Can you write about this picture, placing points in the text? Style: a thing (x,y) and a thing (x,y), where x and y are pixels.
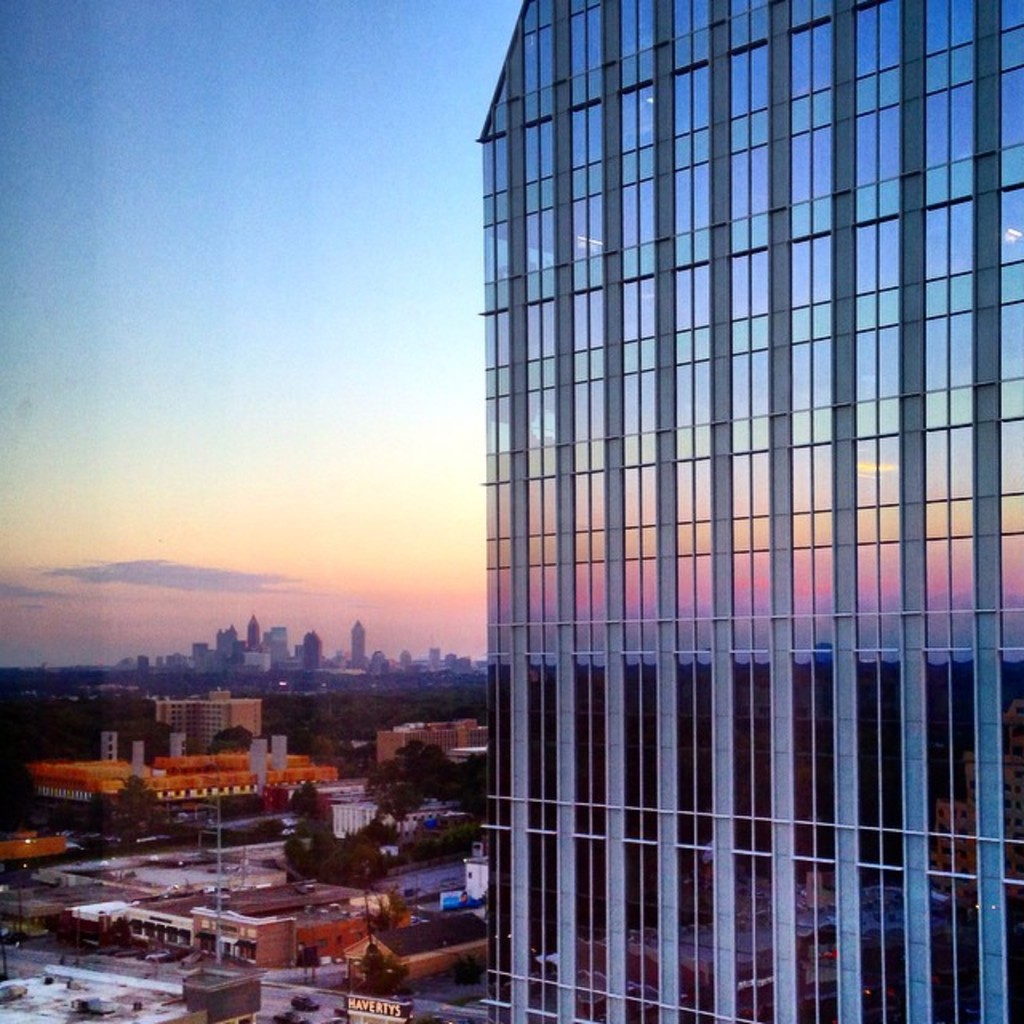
In this picture, we can see buildings (627,767), houses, trees (408,801), pole (216,804), skyscrapers (279,631) and a sky (155,381).
